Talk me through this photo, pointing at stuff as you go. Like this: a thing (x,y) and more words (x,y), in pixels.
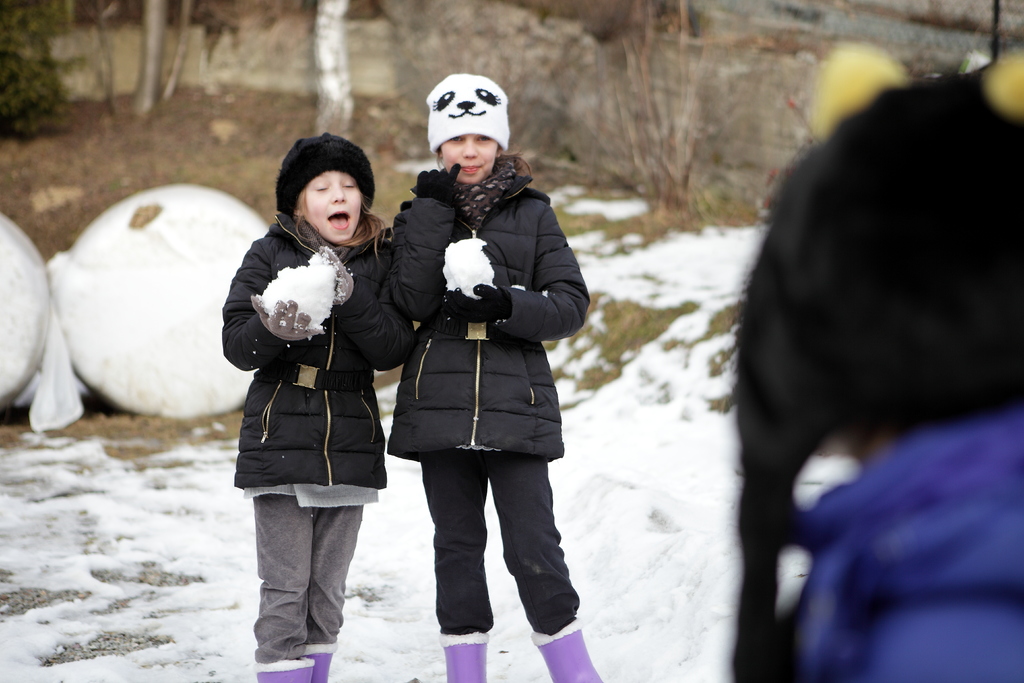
In this image we can see three people (533,230) and among them two people (372,290) are standing and holding snow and we can see snow (380,576) on the ground (389,566). There are some trees (43,74) in the background (649,82).
